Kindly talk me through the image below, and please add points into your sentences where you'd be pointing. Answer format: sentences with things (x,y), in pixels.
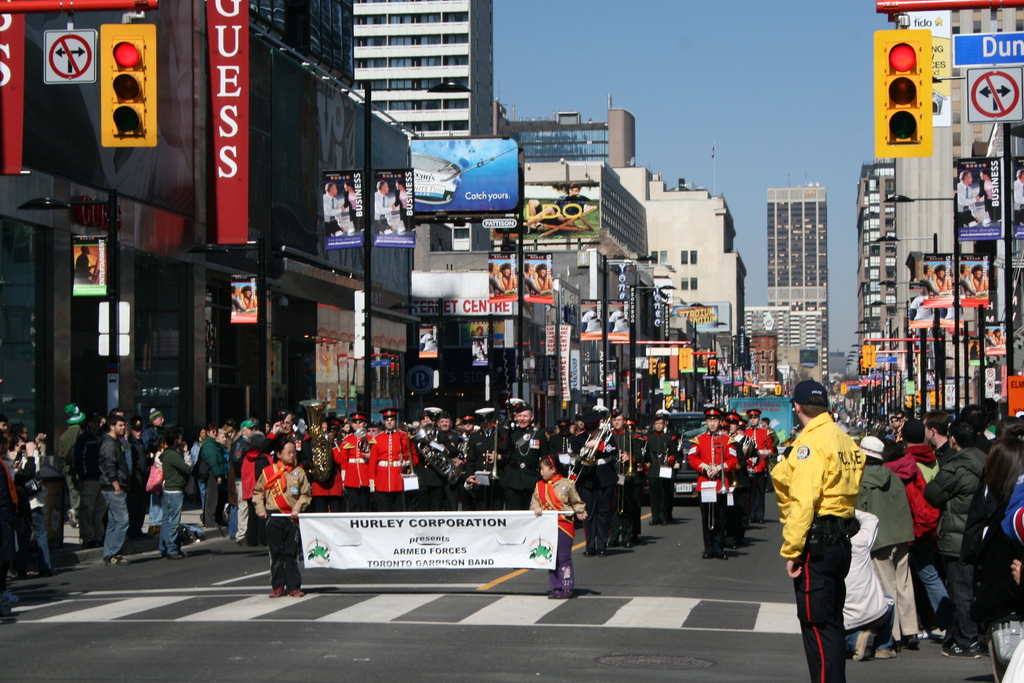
In the center of the image (469,444) we can see a group of people (483,443) are standing, some of them are holding musical instruments (630,430), board (499,515), bags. In the background of the image (579,300) we can see buildings (631,162), boards (422,153), poles (603,395), traffic lights (895,121). At the top of the image (731,63) there is a sky (754,48). At the bottom of the image (622,613) there is a road (597,588).
